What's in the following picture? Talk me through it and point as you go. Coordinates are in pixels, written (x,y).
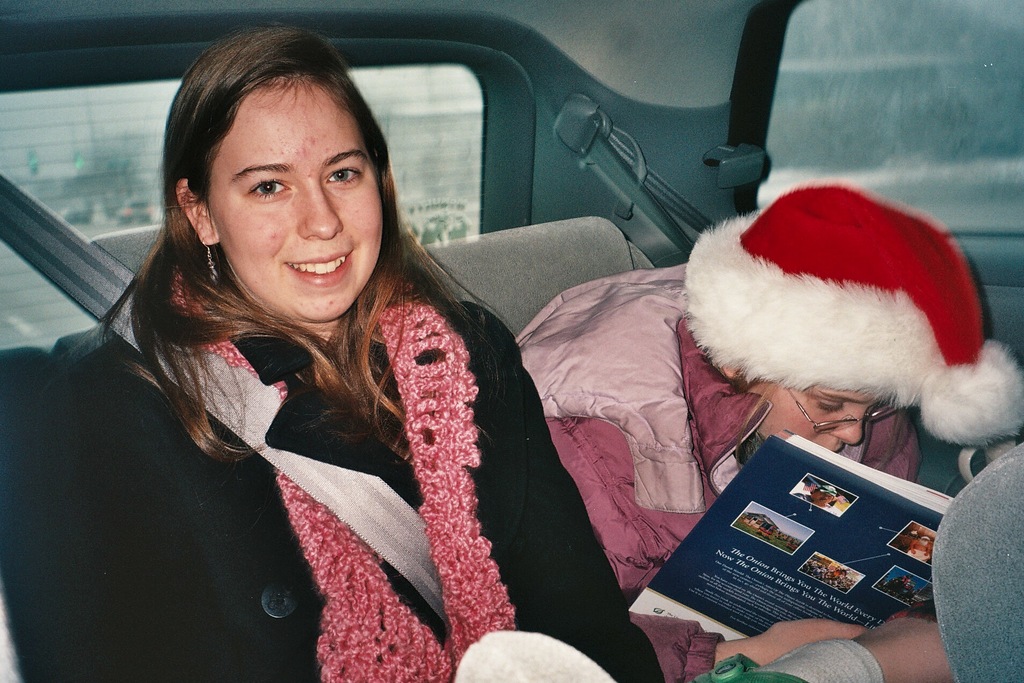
In this image, I can see two persons (632,472) sitting in a vehicle (404,516). On the right side of the image (746,403), I can see a person (783,306) with a christmas hat (849,299) and a book (843,527).
